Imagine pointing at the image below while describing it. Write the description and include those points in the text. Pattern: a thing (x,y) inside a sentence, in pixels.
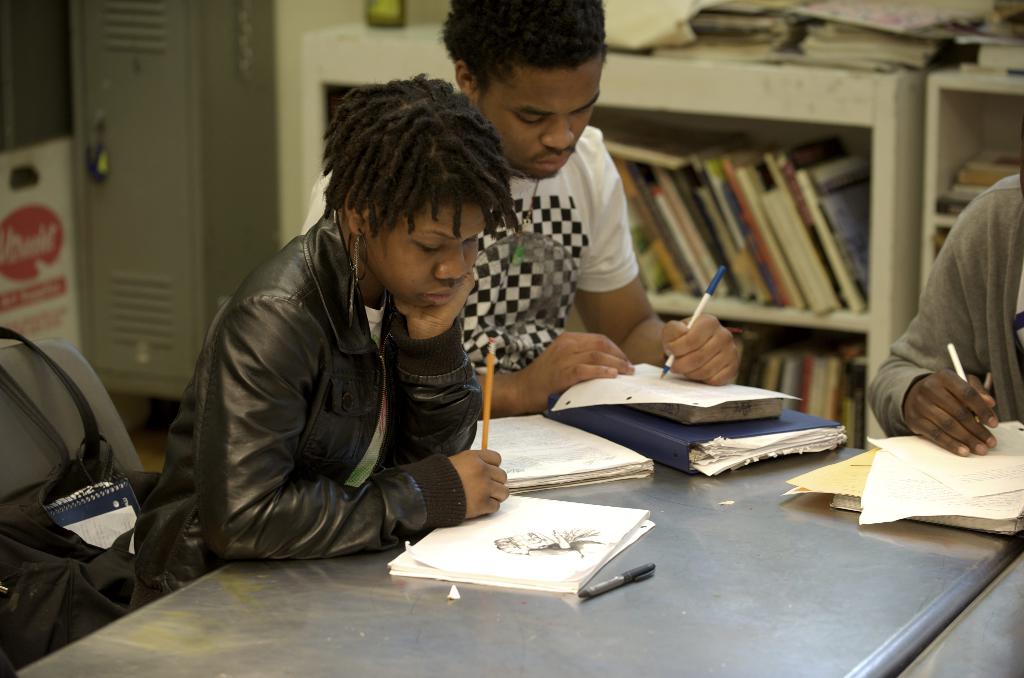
In this picture we can see two persons (534,95) are sitting on the chair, and holding a pen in hand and writing on it, and here is the table (805,570), and at back here is the book rack (702,124).
